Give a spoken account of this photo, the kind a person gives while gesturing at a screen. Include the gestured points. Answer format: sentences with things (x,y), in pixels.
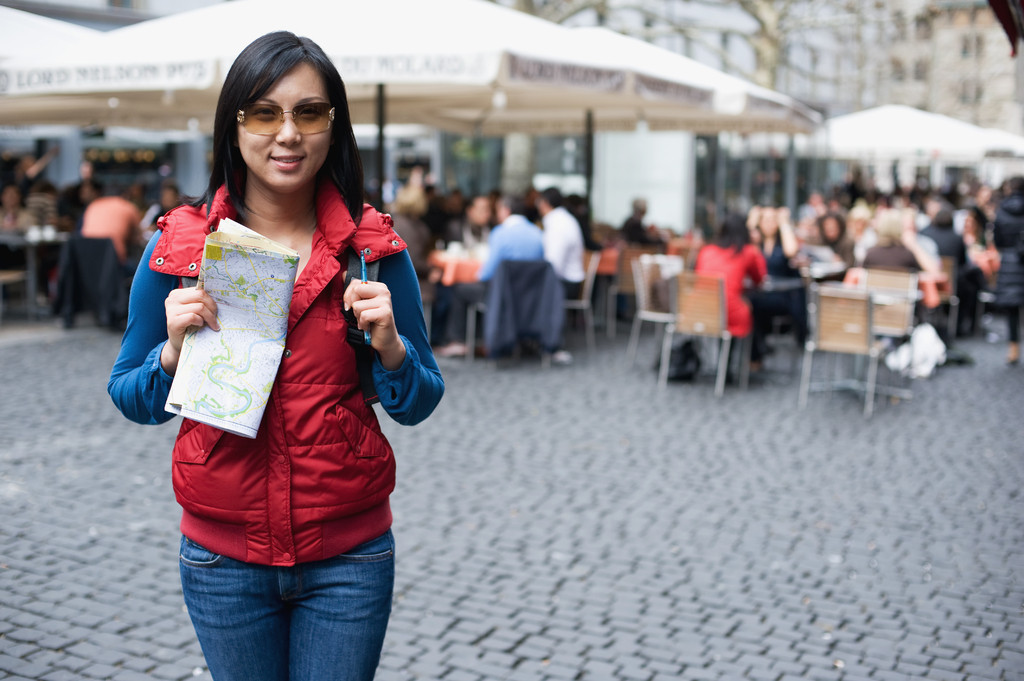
In this picture I can see a woman (254,149) standing and smiling by holding a paper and a pen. I can see umbrellas (71,51), group of people (15,179) sitting on the chairs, and there is blur background (861,97).
